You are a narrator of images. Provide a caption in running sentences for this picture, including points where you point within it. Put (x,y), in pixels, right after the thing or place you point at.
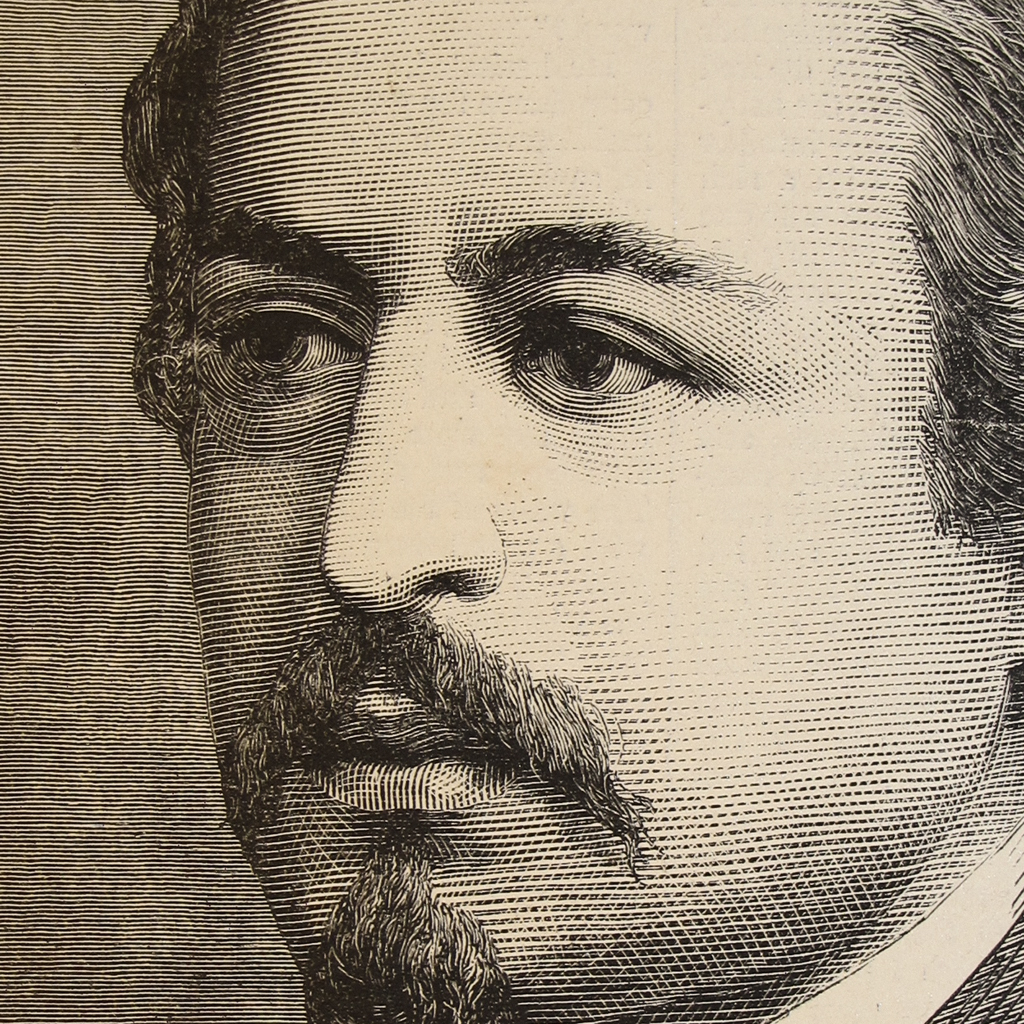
In this picture we can see a sketch of a person's face (331,544).
